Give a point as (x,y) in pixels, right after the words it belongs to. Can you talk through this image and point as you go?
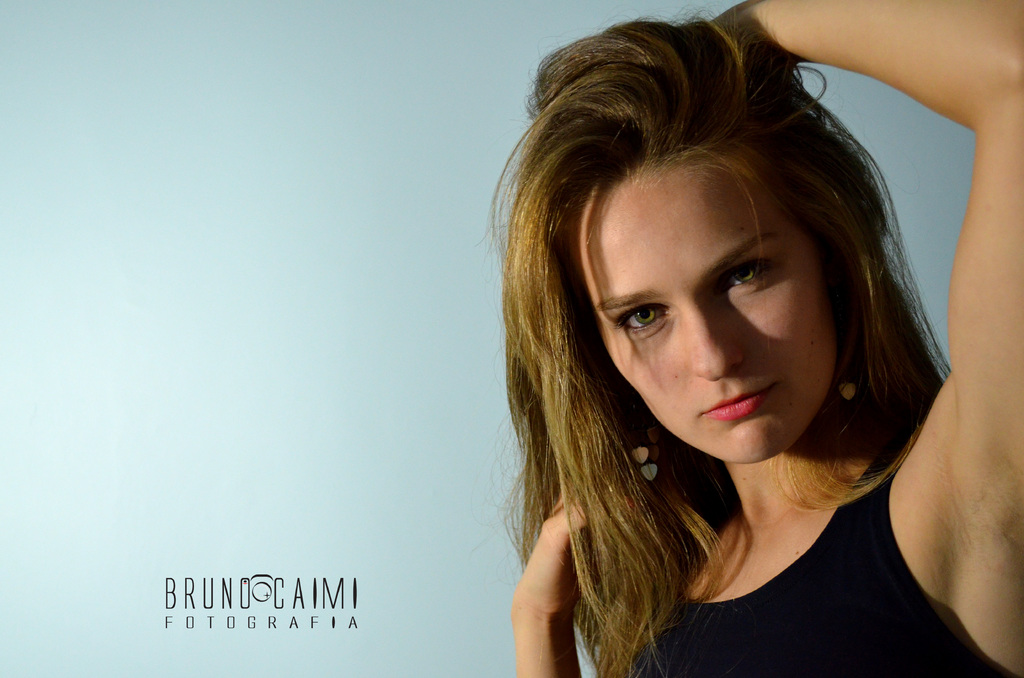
In this image in the front (694,404) there is a woman (753,387) and in the bottom left (215,616) there is some text (222,611) written on the image.
